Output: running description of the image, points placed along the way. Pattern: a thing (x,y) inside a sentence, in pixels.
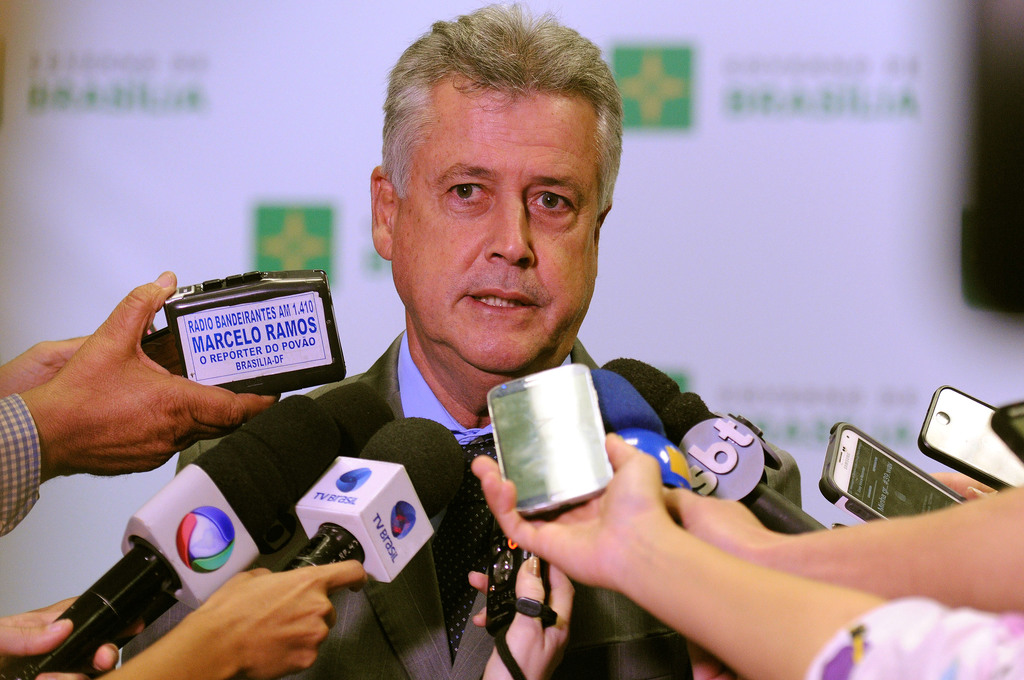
In this picture I can see there is a man (386,610) standing and he is wearing a blazer (399,596) and a tie (457,578). There are few people (72,363) standing and holding microphones (258,512) and smart phones (849,465) in front of him. In the backdrop (843,78) there is a banner (795,147) and there is some symbol (277,266) and there is something written on it.
